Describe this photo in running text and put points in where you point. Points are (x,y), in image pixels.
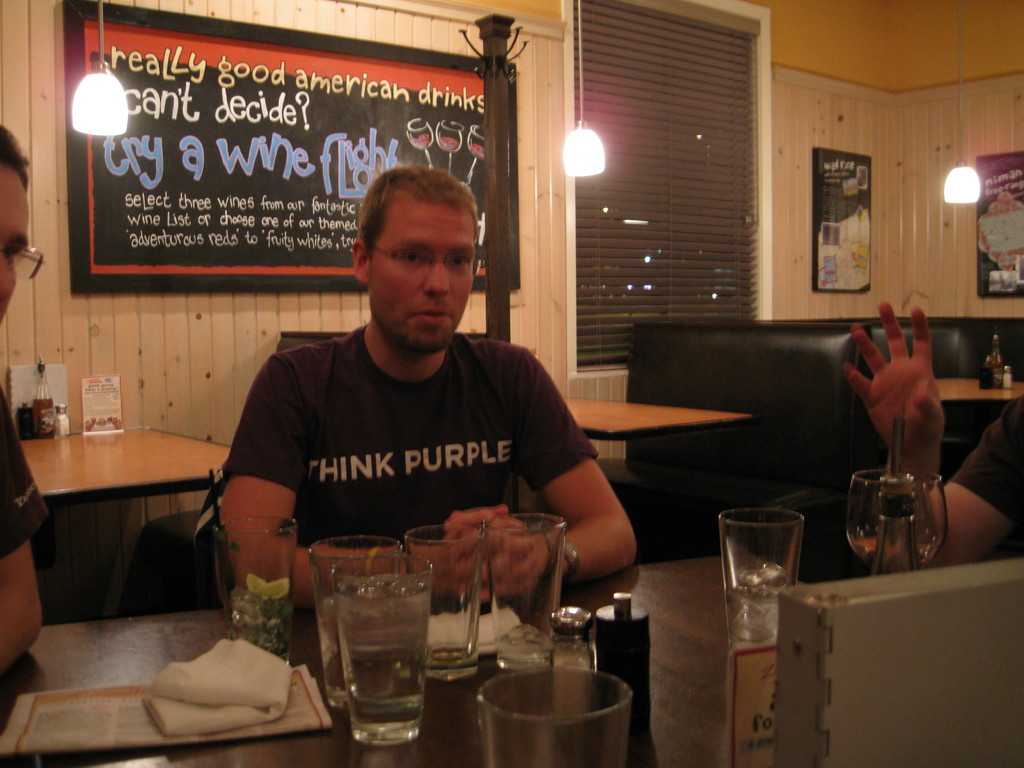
In this picture person (313,532) at the middle (598,481) is wearing a purple shirt (449,392) is wearing glasses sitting before a table (426,711) having glasses (394,683) and napkin (197,672) on it. At the left side (15,250) there is a person (12,634) wearing glasses (25,269). At the right side (929,369) there is a person's hand (976,539). Backside of them there is a sofa (727,470) and table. At the top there are three lamps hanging from the roof (894,36). There is a frame (178,132) attached to the wall (230,5).
